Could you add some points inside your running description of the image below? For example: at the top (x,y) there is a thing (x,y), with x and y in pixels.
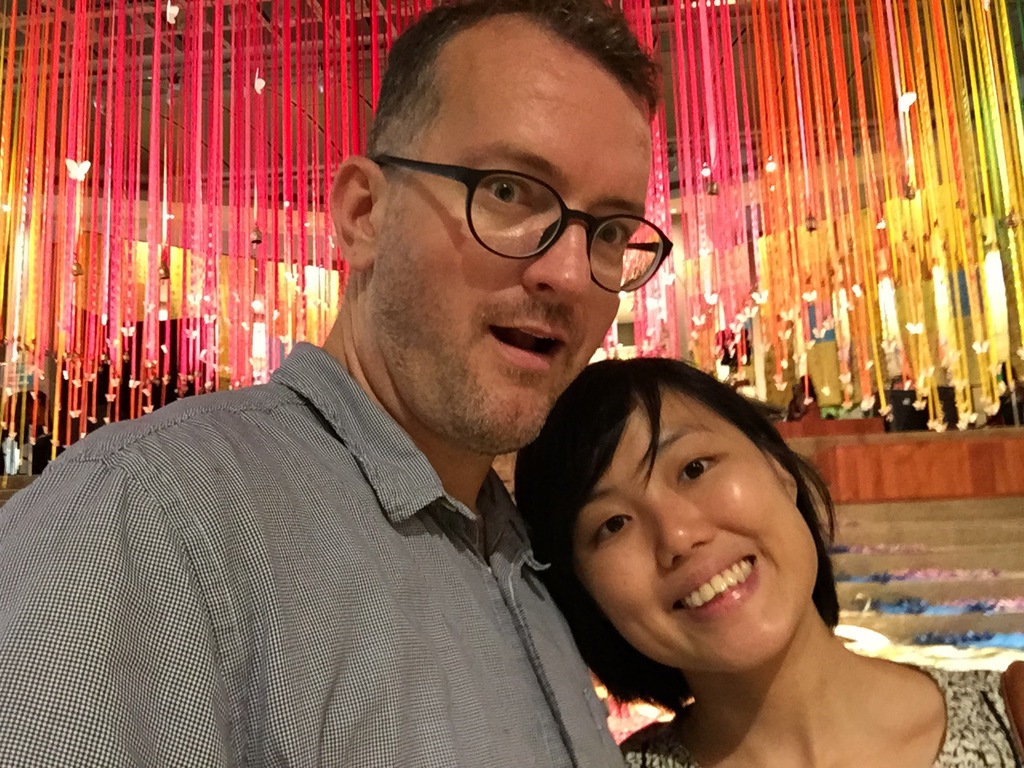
In this image we can see a man (498,446) and a woman (658,620) standing and in the background (889,546) there are stairs (931,557) and some decorative items (235,22) hanged to the ceiling (292,71).
